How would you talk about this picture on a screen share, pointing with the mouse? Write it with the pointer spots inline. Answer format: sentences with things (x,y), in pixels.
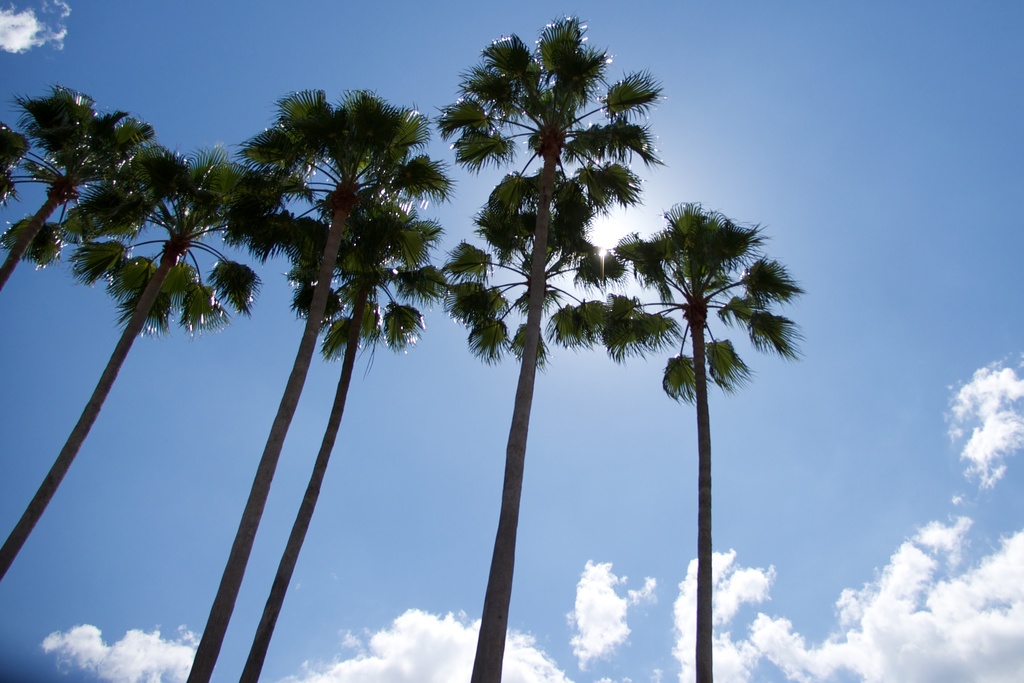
In this picture, I can see certain trees (283,166) and sky (716,144).
